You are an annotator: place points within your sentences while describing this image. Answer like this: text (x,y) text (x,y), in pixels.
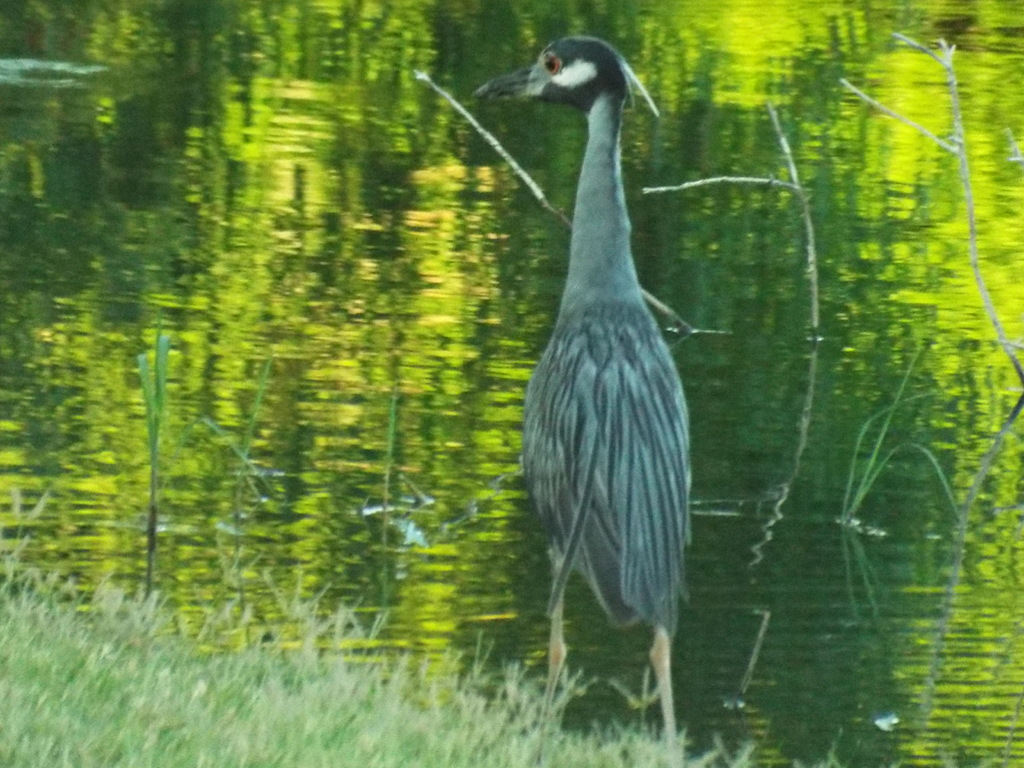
In this image in the front (352,683) there's grass (328,697) on the ground (313,742) and in the center (599,296) there is a bird (608,402) standing. In the background (579,155) there is water (627,188).
